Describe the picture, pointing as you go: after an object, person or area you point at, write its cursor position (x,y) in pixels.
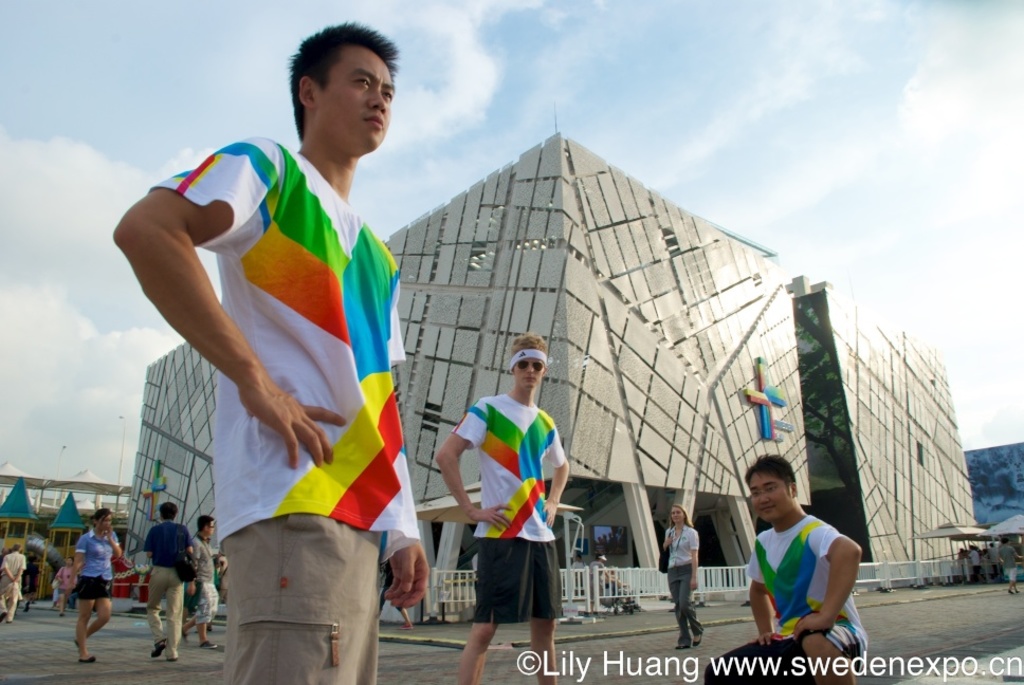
In this image we can see buildings (494,225), people (231,490), fence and in the background (555,95) we can see the sky (561,35).
